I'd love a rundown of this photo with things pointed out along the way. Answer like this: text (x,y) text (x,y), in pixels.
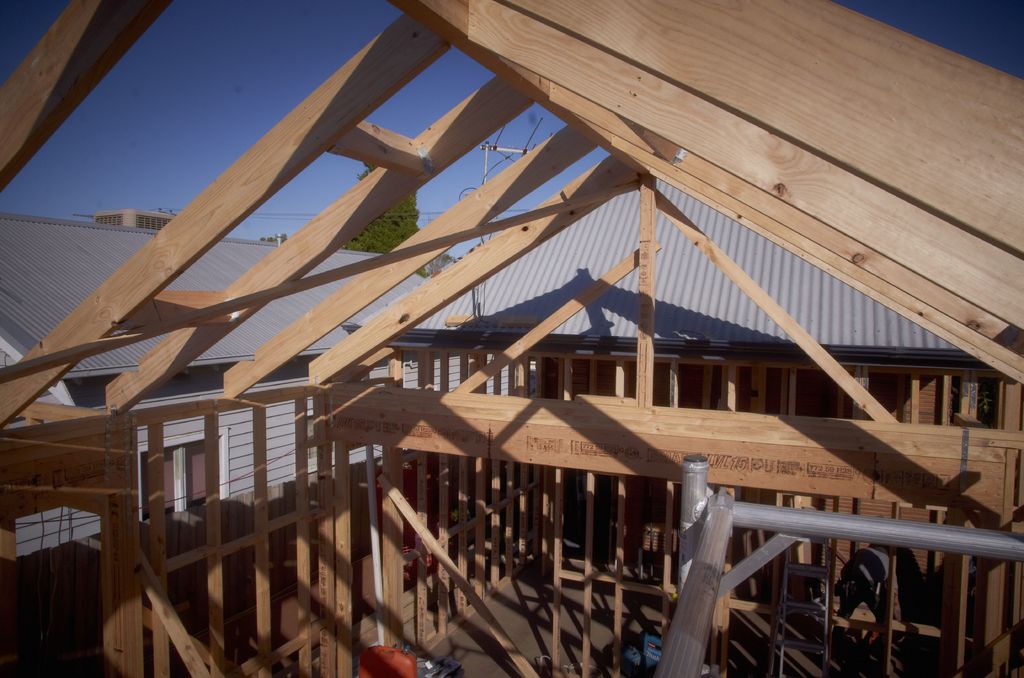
In this picture we can observe a wooden construction (294,350). In the background (91,271) we can observe silver color roofs (85,264). There is a sky (210,96).
